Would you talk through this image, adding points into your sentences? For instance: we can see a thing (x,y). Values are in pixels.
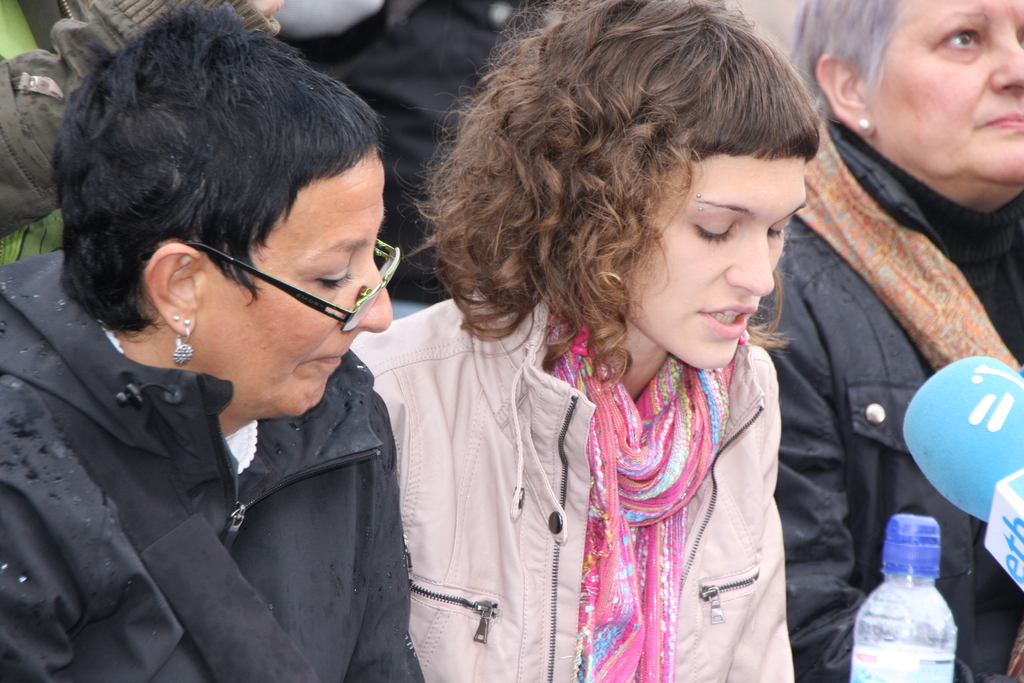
In this picture we can see three persons (794,387). And she has spectacles (291,298). Here we can see a bottle (913,594) and this is the mike (985,439).
